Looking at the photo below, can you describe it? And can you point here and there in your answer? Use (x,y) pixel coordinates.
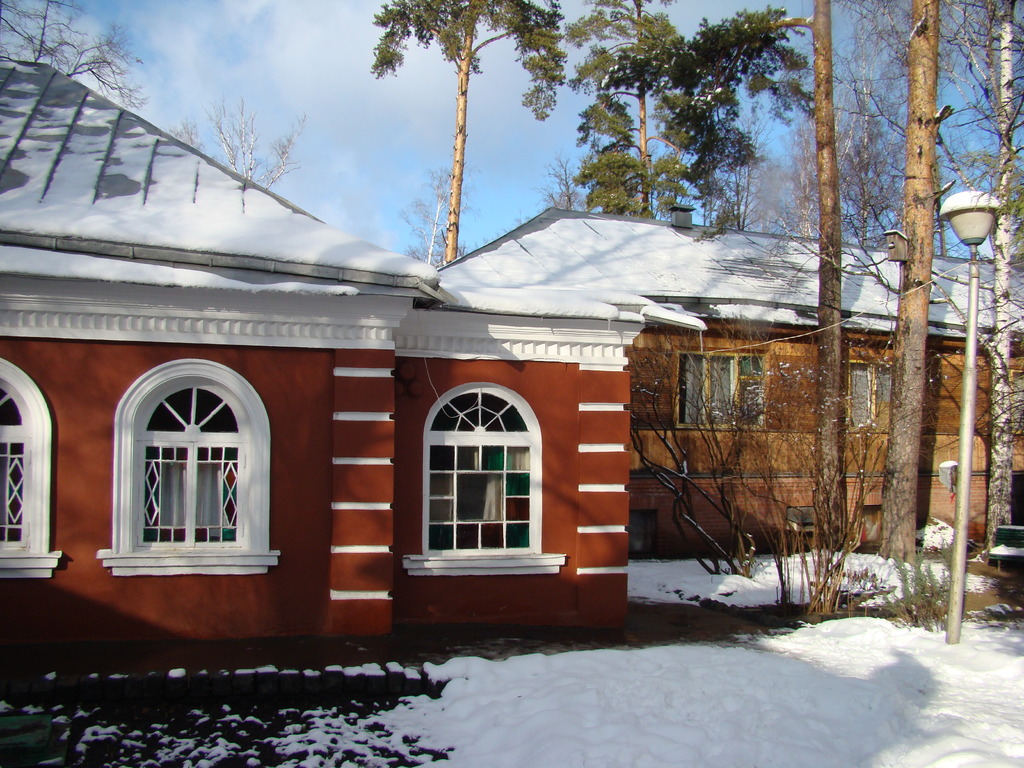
There is a building (287,423) with windows (198,449). On the ground (487,699) there is snow (626,674). On the right side (920,197) there are trees (920,197) and a light pole (964,385). In the background (282,93) there is sky (407,120).
